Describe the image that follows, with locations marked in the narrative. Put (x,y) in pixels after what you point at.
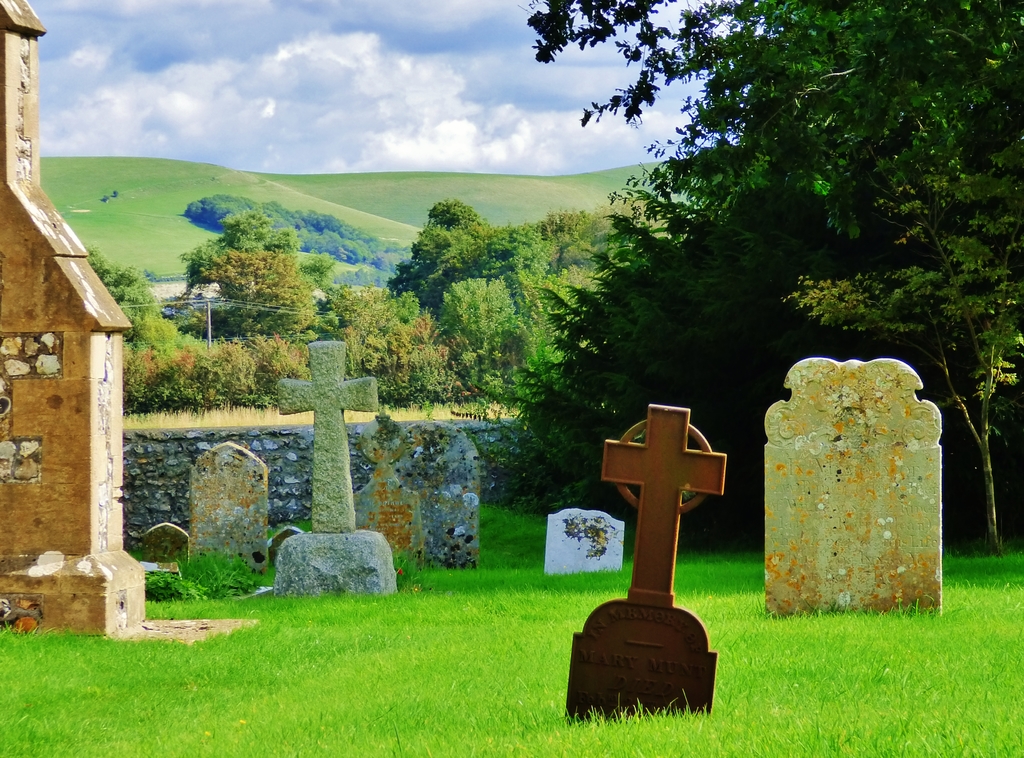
In the picture we can see a graveyard (951,559) with a grass surface (250,642) on it, we can see the graves (336,416) and besides, we can see some wall construction (97,436) and on the other side, we can see some trees (993,312) and in the background (261,204), we can see a wall (311,432) and behind it we can see some grass (177,220), plants (260,391) and trees (272,382) and behind it we can see a sky (263,150) with clouds (90,111).
